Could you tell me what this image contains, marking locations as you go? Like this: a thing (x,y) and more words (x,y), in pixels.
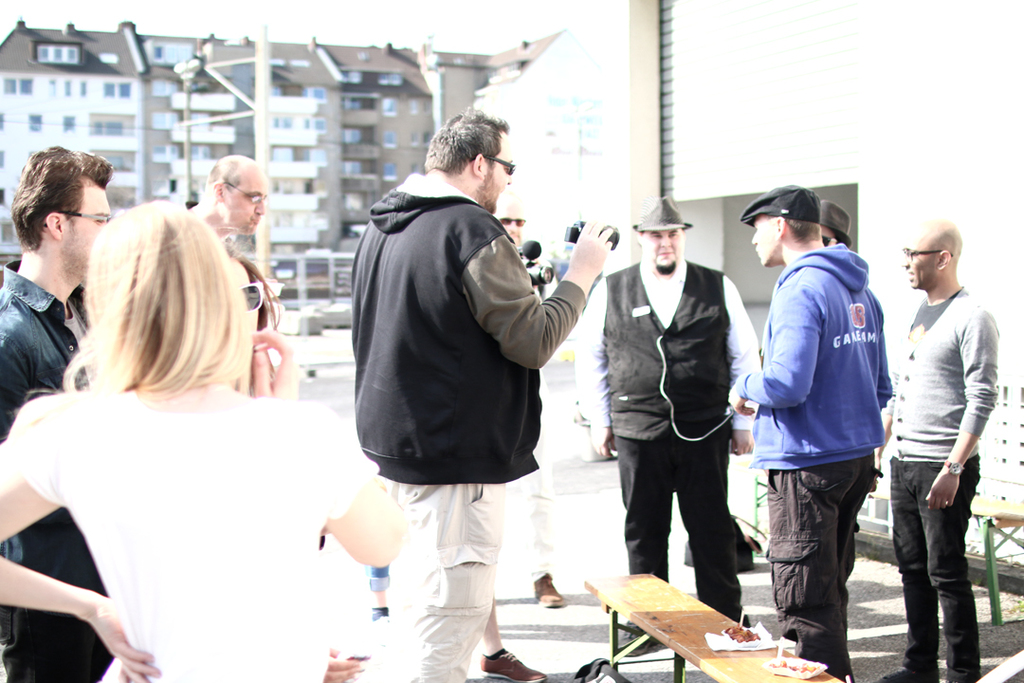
In the image we can see few persons (655,307) were standing, the center person (505,231) he is holding camera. In the background (807,98) there is a building (311,145) and sky (219,20).
